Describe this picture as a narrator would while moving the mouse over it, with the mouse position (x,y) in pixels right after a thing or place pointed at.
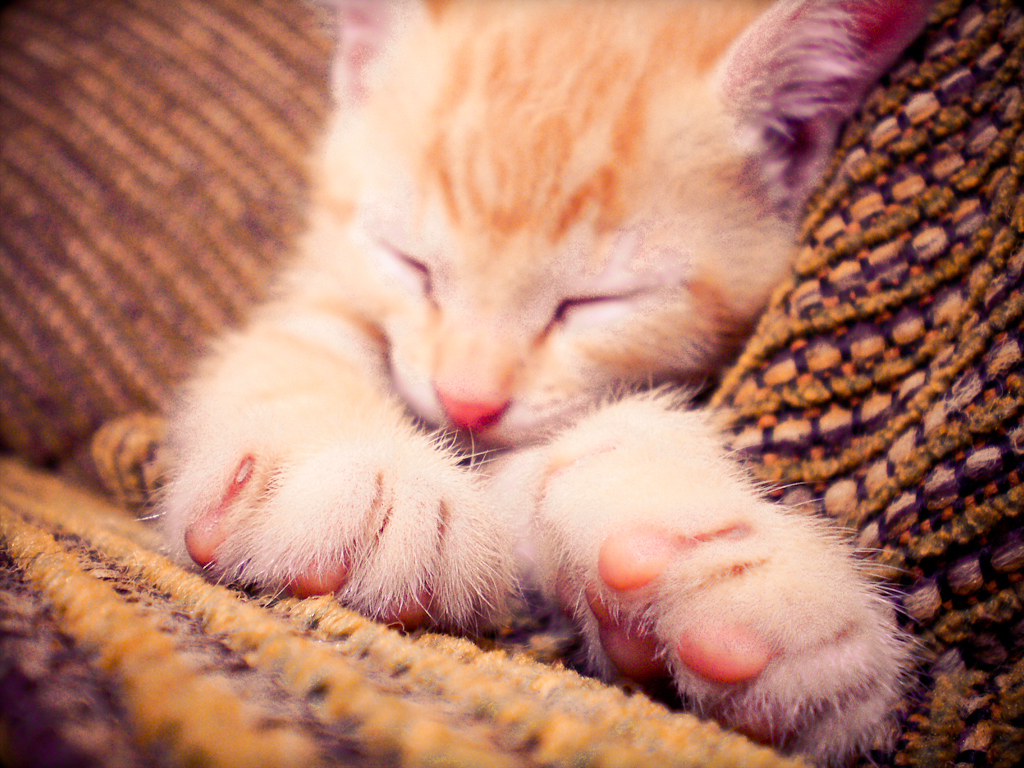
In this image we can see the sleeping cat (389,508) on the mat (239,599).
